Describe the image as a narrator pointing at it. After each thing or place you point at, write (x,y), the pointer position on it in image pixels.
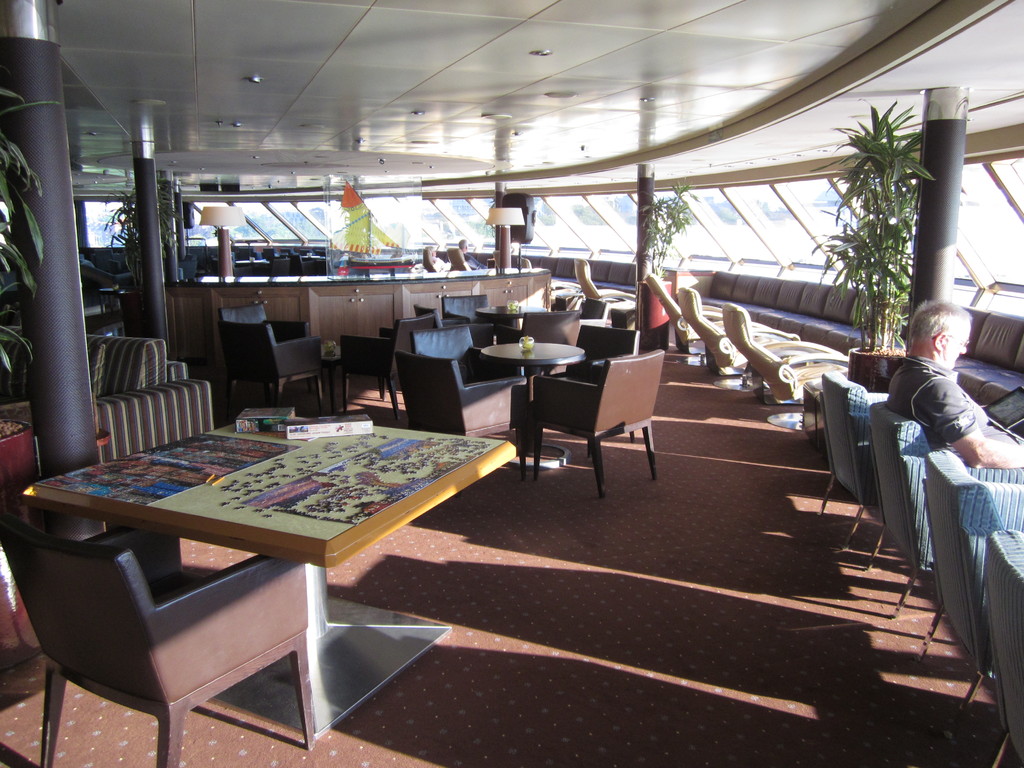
In this image on the right (956,401), there is a man (955,390), he wears a t shirt (964,409), he is sitting on the chair (927,478) and there are many chairs (963,566), plants (878,215), windows (792,198). In the middle (346,434) there is a table (251,533) on that there are boxes (267,414) and puzzles (237,449). At the bottom (130,666) there is a chair (173,679). In the middle (358,335) there are pillars (66,276), plants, tables (505,353), chairs (405,339), lights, some people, windows (432,217) and floor (617,571).
